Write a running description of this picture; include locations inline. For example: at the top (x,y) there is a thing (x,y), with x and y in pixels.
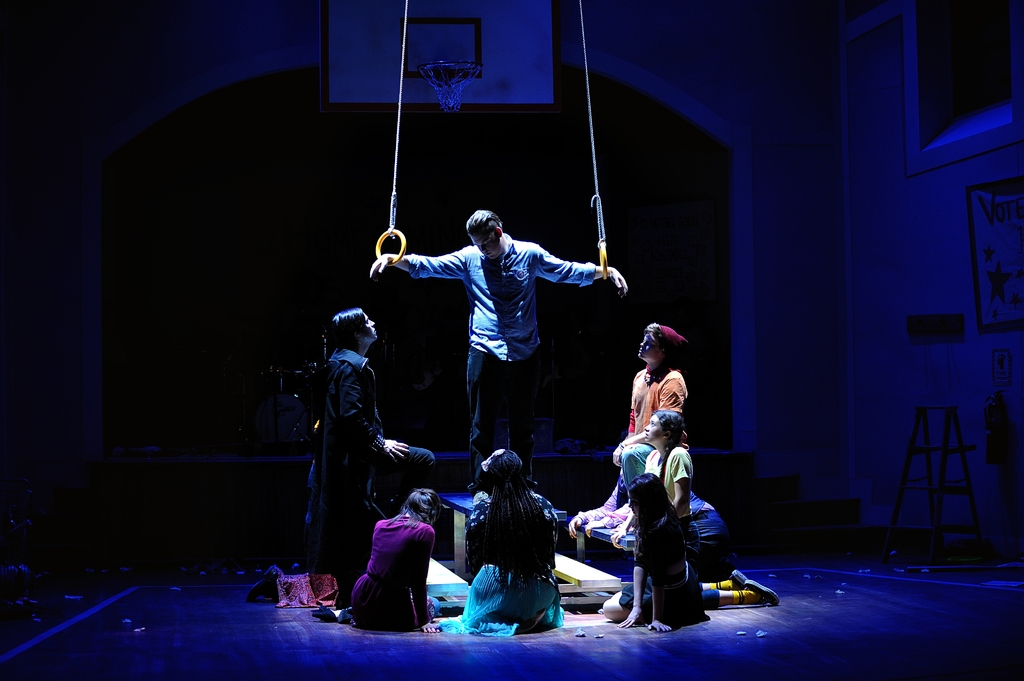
In this image there are a few people (517,406) playing an act on the stage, behind them there is a basket (439,84). The background (202,265) is dark.
